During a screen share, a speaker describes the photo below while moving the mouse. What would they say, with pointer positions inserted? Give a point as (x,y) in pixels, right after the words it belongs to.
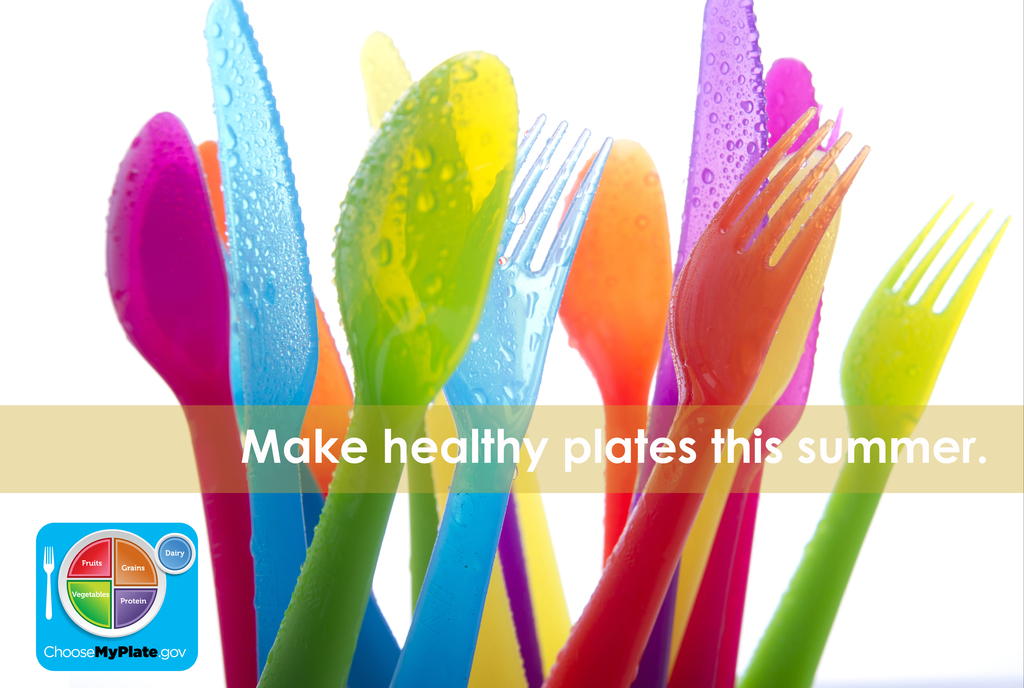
This is a picture of a different colors of spoons (175,222), knives (262,306) and forks (694,289) which are made up of plastic (346,332) and something written, MAKE HEALTHY PLATES THIS SUMMER.
